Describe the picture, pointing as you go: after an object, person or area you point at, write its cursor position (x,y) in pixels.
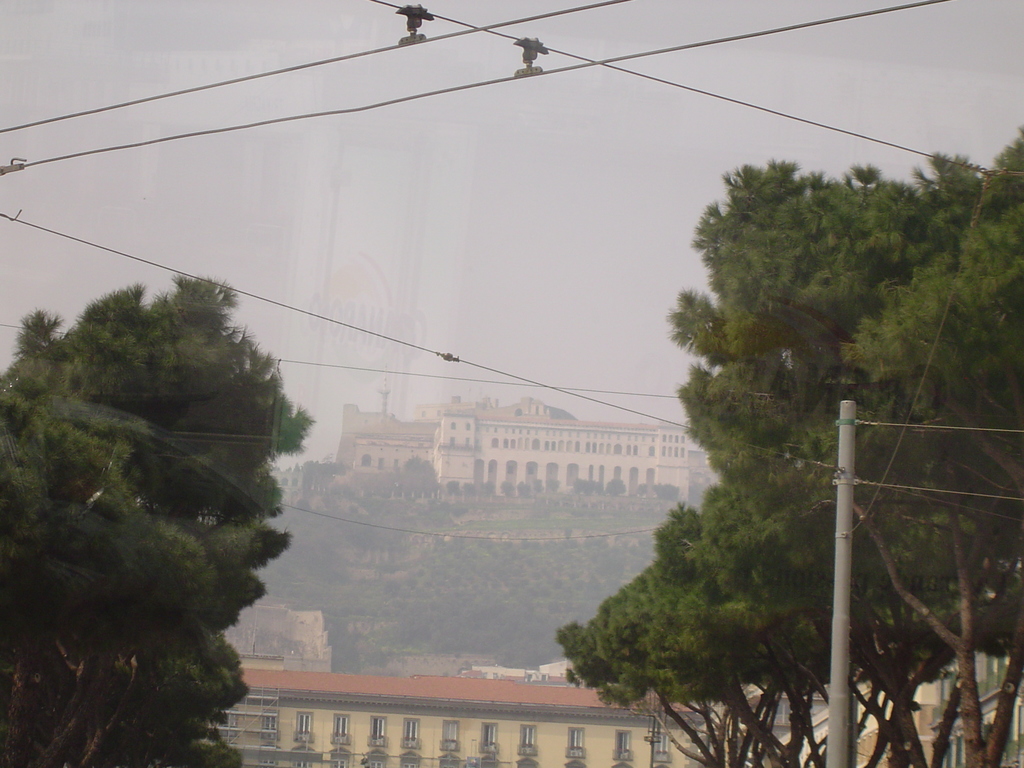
In the center of the image (477,480) we can see building (418,448) on the hill (381,607). On the right (875,389) and left side of the image (106,517) we can see trees (685,321) and poles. At the bottom of the image (559,682) we can see building (361,724). In the background (420,217) there is sky (368,212).
